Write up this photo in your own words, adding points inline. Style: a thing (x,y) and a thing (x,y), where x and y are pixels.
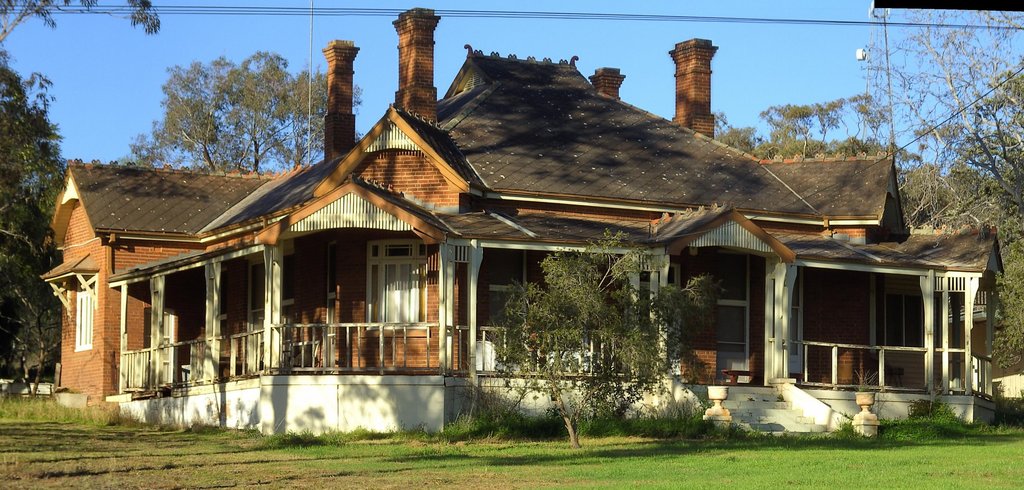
In this image I can see an open grass ground (391,446), a tree (571,392) and a house (325,333) in the front (448,277). In the background (950,161) I can see number of trees (995,151), the sky (209,18) and on the top side of this image (248,14) I can see few wires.
